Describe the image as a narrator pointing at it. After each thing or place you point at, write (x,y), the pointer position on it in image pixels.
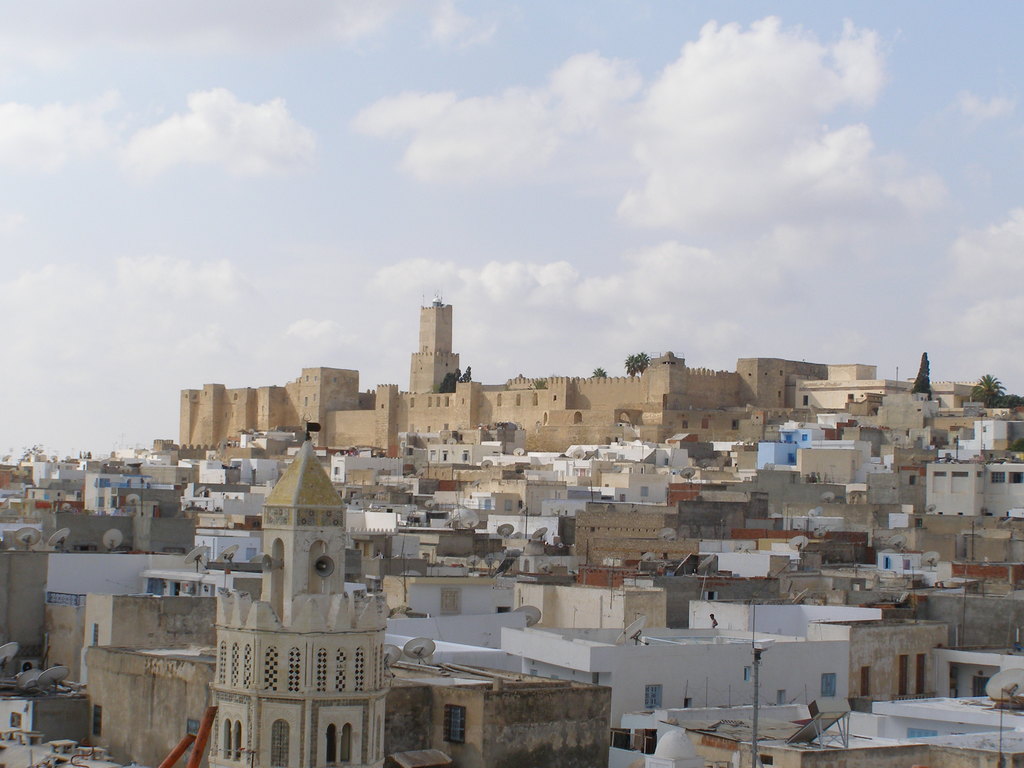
There are many buildings (296,695) with windows (290,651) and arches (338,657). There are dish antennas (498,556) on some of the buildings (352,507). Also there are megaphones (324,568) on a building's (302,677). In the back (451,181) there is sky (499,204) with clouds (518,343). Also there are trees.
